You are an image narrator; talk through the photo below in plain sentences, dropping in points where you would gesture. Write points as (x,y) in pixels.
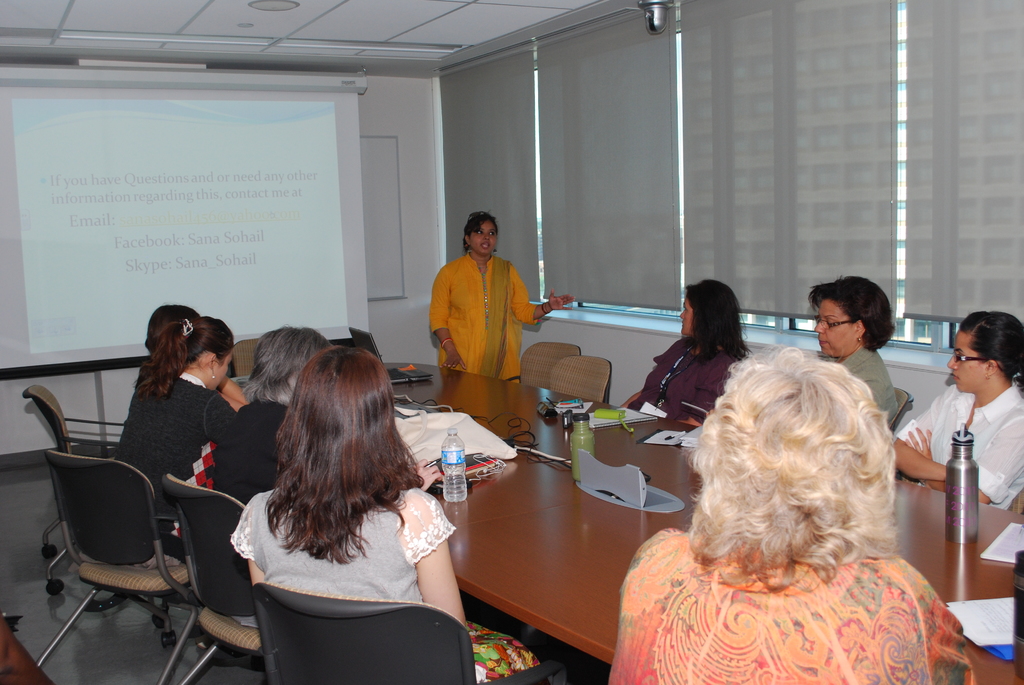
There are few women (842,401) in the room (676,333). A woman (506,320) wearing a yellow dress (481,320) is standing and addressing the crowd (693,334). There is a table (561,400), a projector board (349,261) and few chairs (571,359) in the image. There is a laptop (422,380) on the table (441,370). There are also bottles (458,466), paper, bags (474,428) and few other things (548,409) on table (514,495). There is text (296,175) displayed on the projector board (231,177).
